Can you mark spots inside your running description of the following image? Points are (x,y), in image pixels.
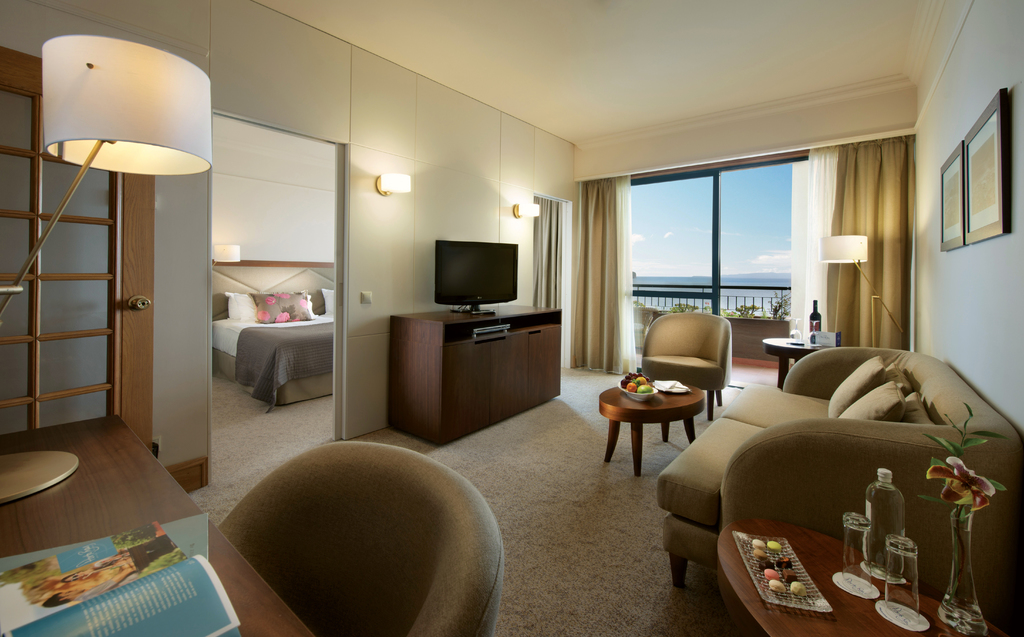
On the left (77,598) we can see book (55,576) and lamp (127,162) on the table (124,420). On the right (830,594) there is a table (865,607), on table (933,622) we can see glasses (903,568), bottle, flower vase (965,529). Beside table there is a couch (866,478), in the center there is a monitor (493,293), tables (633,414), chairs (672,359), bed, blanket (318,361), pillows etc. In the background (355,361) we can see curtain (602,226), wall (541,140), tree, sky (771,187) with clouds (758,267).
